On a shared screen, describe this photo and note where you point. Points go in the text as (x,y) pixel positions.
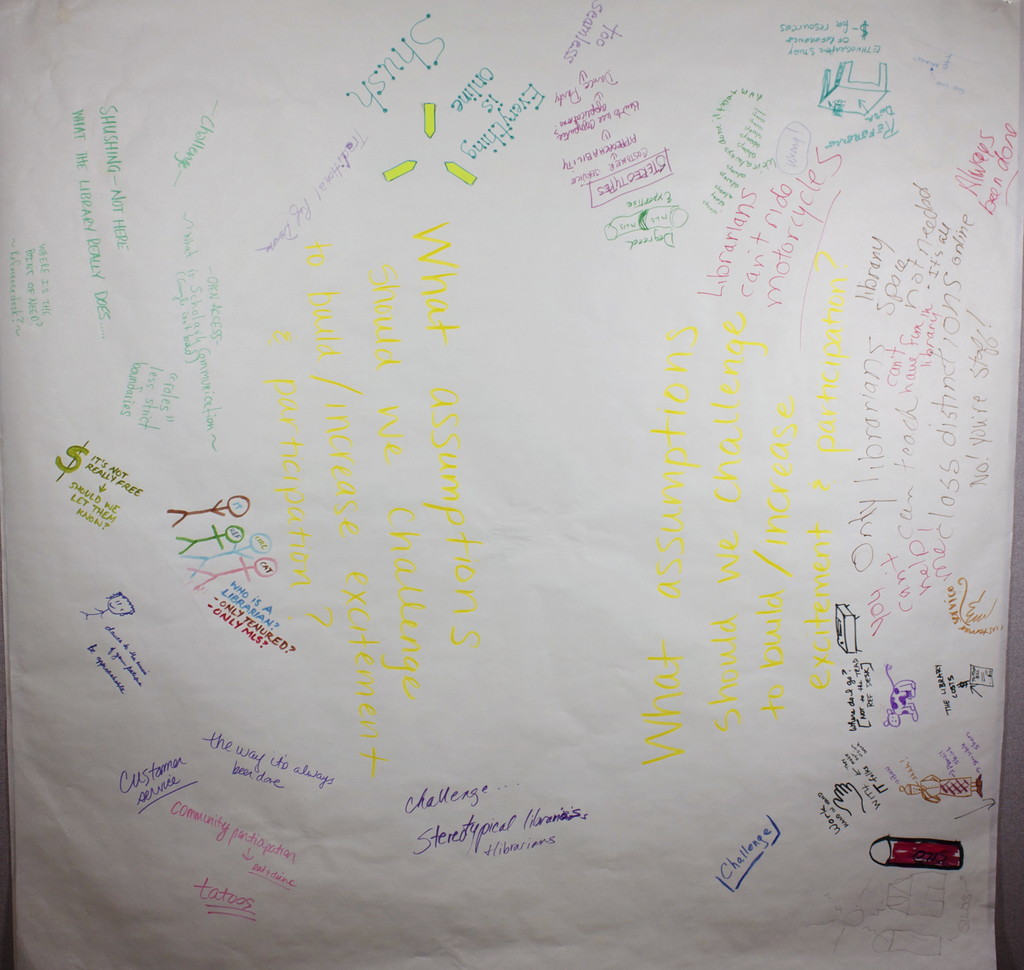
Here I can see a white color sheet (361,891) on which I can see some text (179,336) in multiple colors.
